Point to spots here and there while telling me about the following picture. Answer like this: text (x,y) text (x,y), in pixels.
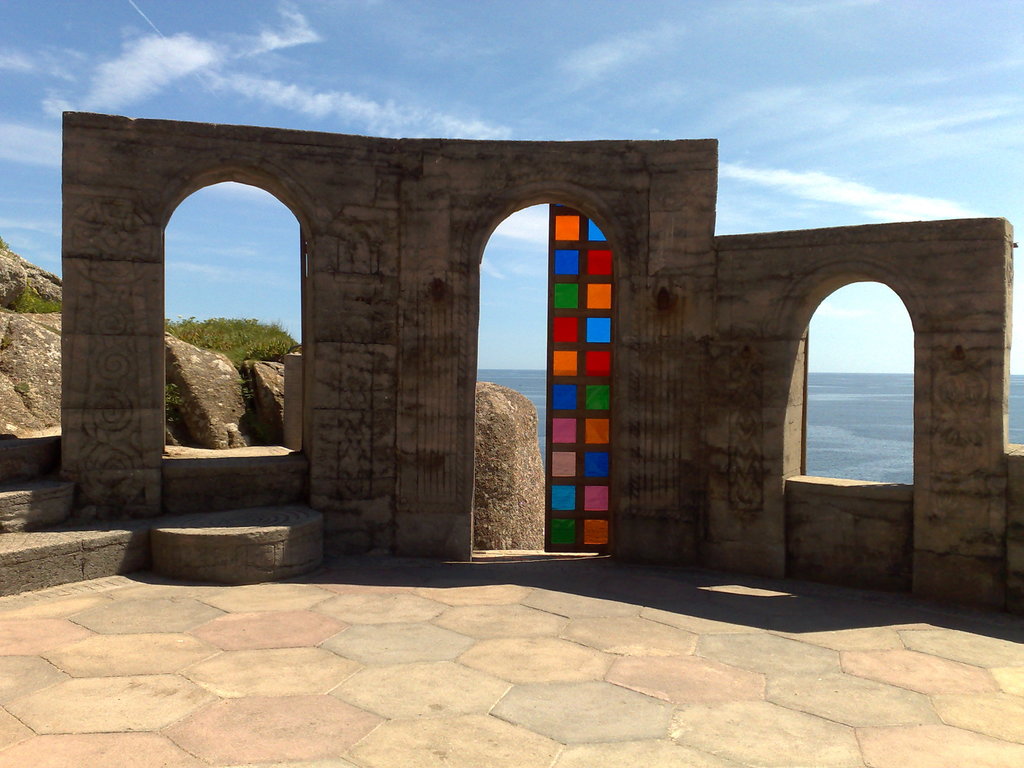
In the foreground of the picture (529,614) it is floor (160,686). In the middle (373,303) we can see walls (706,196) and a door (572,252). On the left (207,389) we can see rocks (236,396) and grass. In the background (526,384) towards right (852,427) there is a water body (884,428). At the top (568,66) it is sky (607,72).
